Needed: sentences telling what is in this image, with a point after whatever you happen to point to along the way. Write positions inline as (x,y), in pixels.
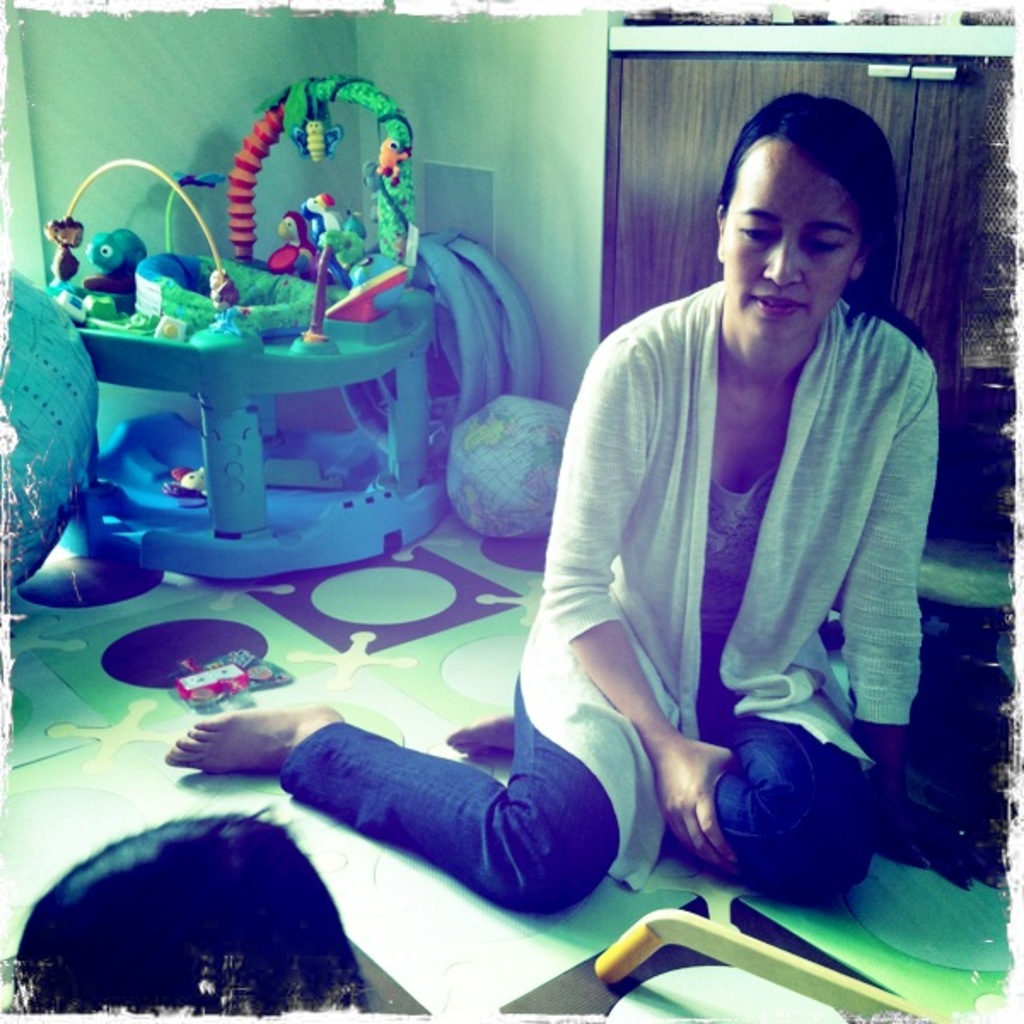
In this image in the center (604,458) there is a woman (689,736) sitting on the floor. In the background (682,189) there are toys (330,294) and there is a cupboard (692,120) and there are balls (3,456). In front of the woman (694,773) there is an object (745,953) which is white and yellow in colour and in the front (160,956) there is a black colour object (164,930).
